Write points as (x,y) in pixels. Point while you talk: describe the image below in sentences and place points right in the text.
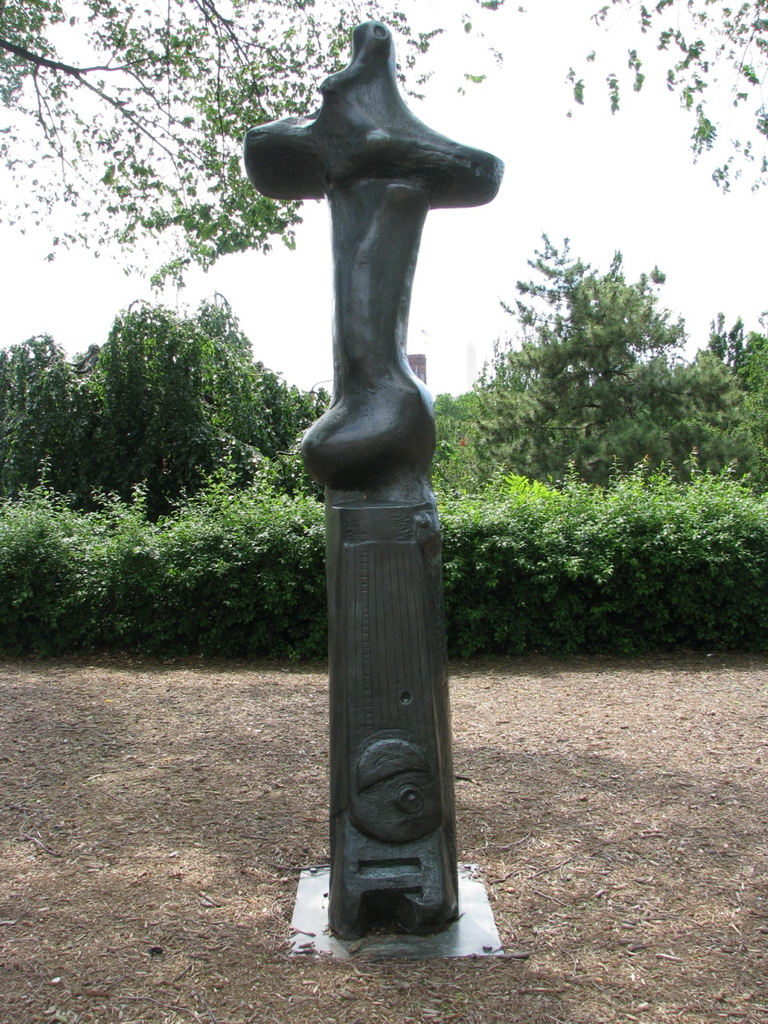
In this picture we can see a statue (399,817) and couple of trees (162,467), plants (556,533) in the background (593,489).
